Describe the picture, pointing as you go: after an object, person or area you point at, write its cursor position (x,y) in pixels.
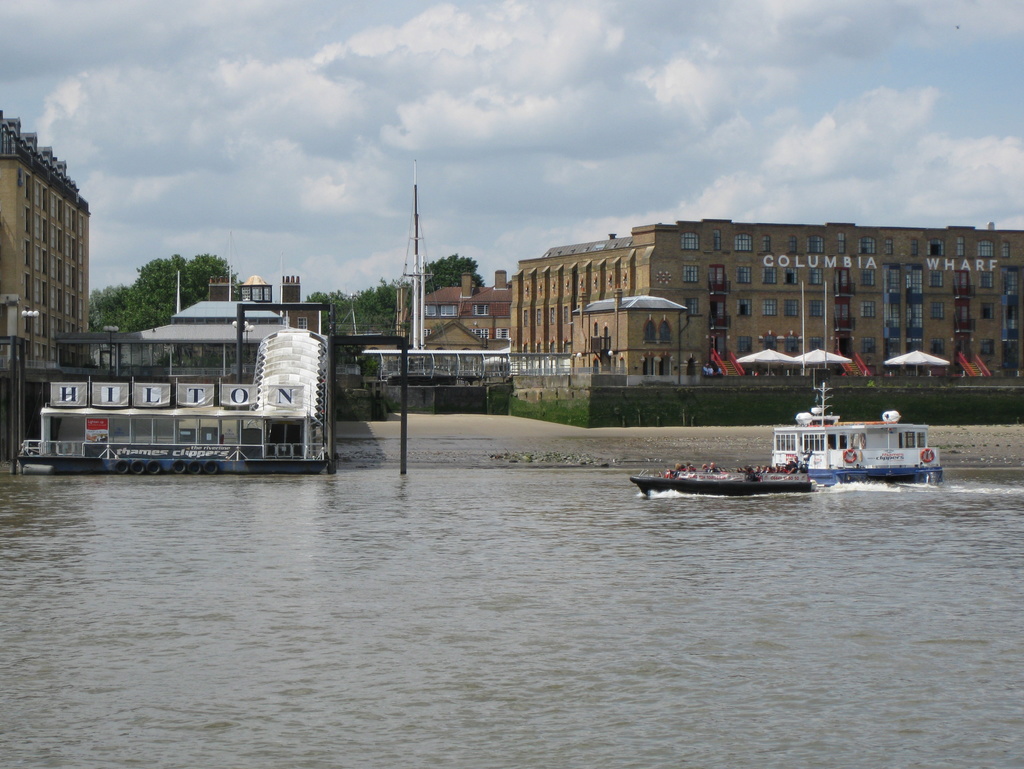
At the bottom (546,656), we see water (629,697) and this water (629,671) might be in the river (625,639). We see a boat (737,478) and a ship (811,451) are sailing on the water (735,529). In the middle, we see a pole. On the left side (30,366), we see the buildings (157,363) and poles (17,364). On the right side (903,289), we see a building (794,277) in brown color. On top of the building (788,265), we see the text (785,267) written as "COLUMBIA WHARF". Beside that, we see the tents (835,356) in white color. There are trees (392,318), buildings (440,295), tower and the poles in the background (281,263). At the top (287,149), we see the sky (284,123) and the clouds (477,113).
